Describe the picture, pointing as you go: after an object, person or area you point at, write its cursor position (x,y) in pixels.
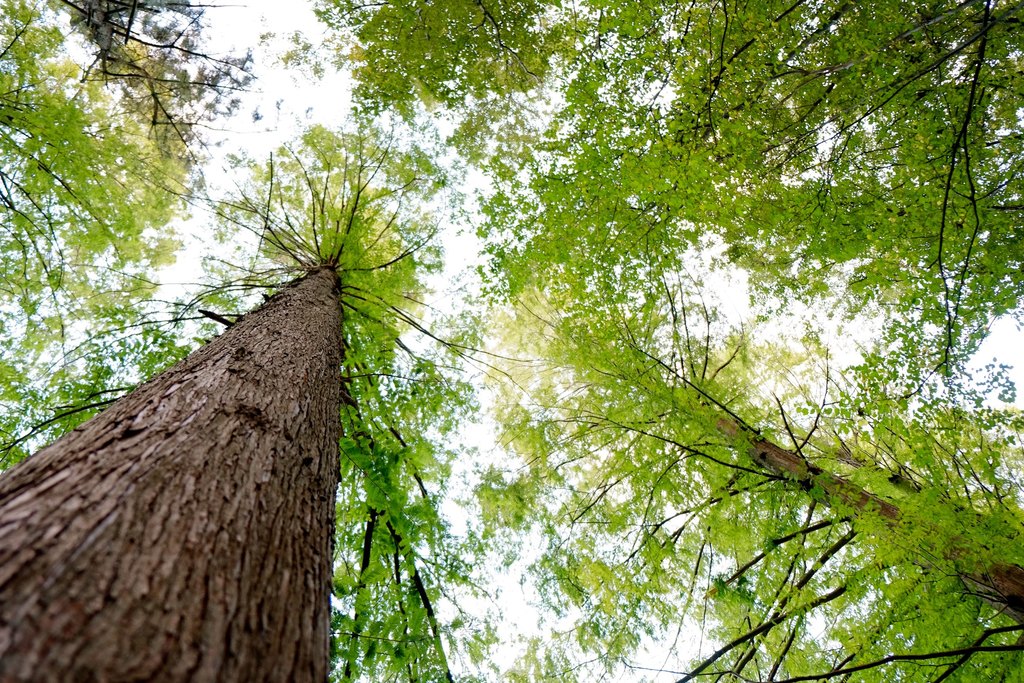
Here there are trees (244,455). In the background (873,346) we can see the sky (225,253).
